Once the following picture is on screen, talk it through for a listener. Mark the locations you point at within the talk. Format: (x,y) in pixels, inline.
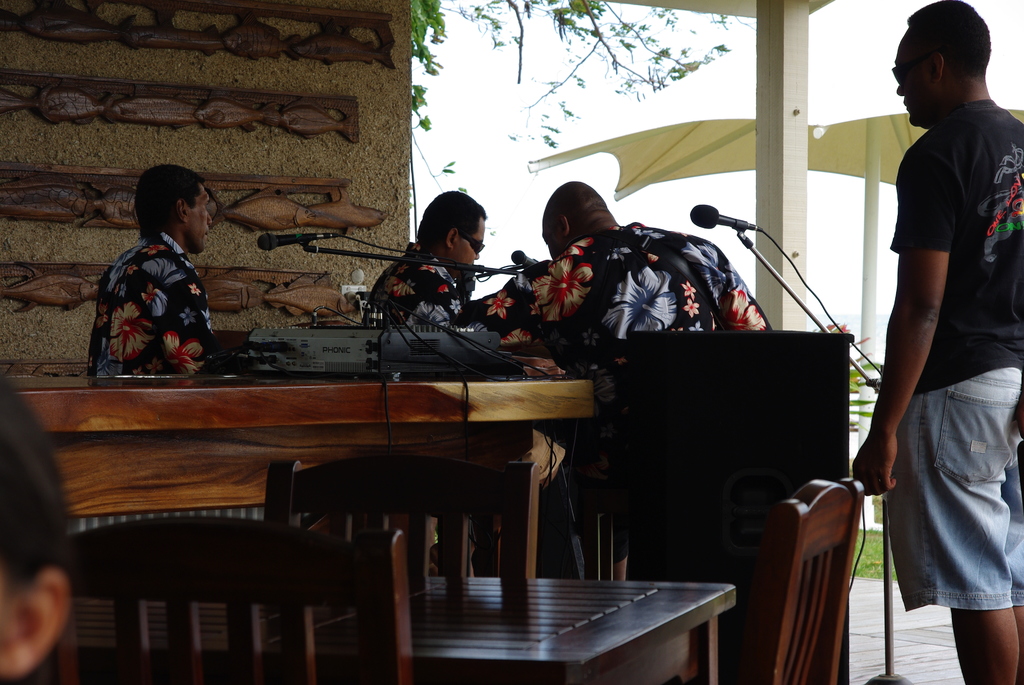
In this picture we can see four men (681,296) where three are sitting and one is standing and in front of them we have mics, machine (413,332) on table (297,416) and in background (486,147) we can see wall (312,78), trees (519,63), sky (579,98), sun shade (659,130).
